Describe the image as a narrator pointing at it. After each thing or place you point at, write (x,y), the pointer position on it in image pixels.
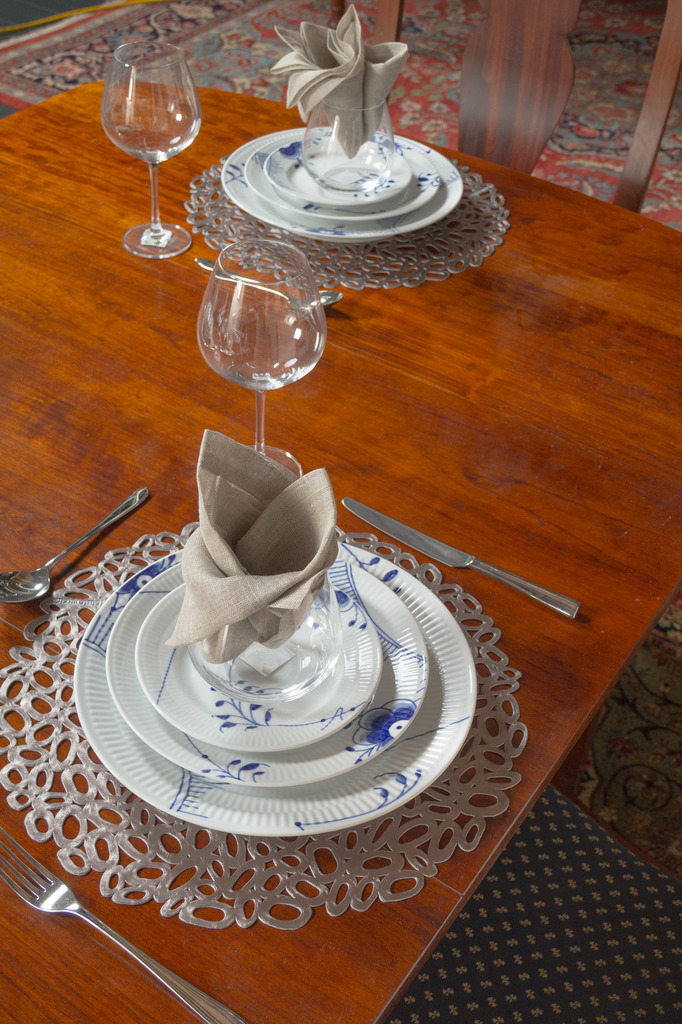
In this image I can see a chair (536,143) and a table (278,964). On this table (359,374) I can see few plates (312,794), two glasses (130,251), a spoon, a fork (10,885) and a knife (420,542). I can also see few clothes (355,20).
